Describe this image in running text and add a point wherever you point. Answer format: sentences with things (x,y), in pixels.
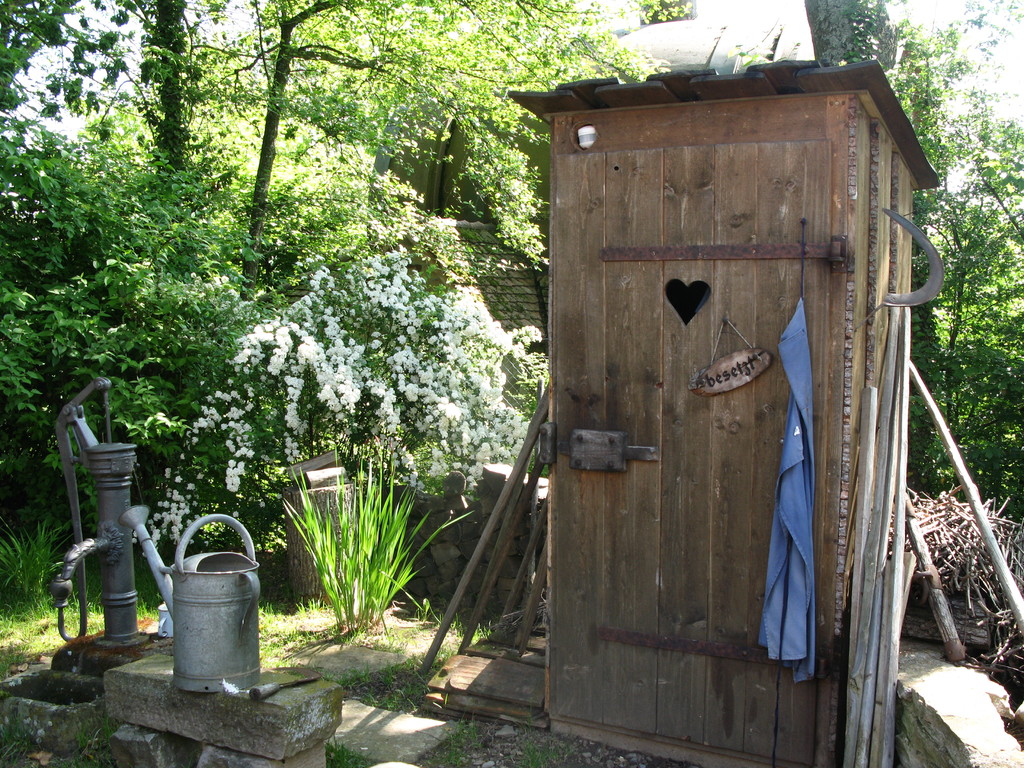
In this picture there is a wooden toilet shed (821,679). Beside there is a water pump (53,595) and plants (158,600) water bucket (227,626). Behind there is a white color flower plants (312,397) and some trees (187,142).
